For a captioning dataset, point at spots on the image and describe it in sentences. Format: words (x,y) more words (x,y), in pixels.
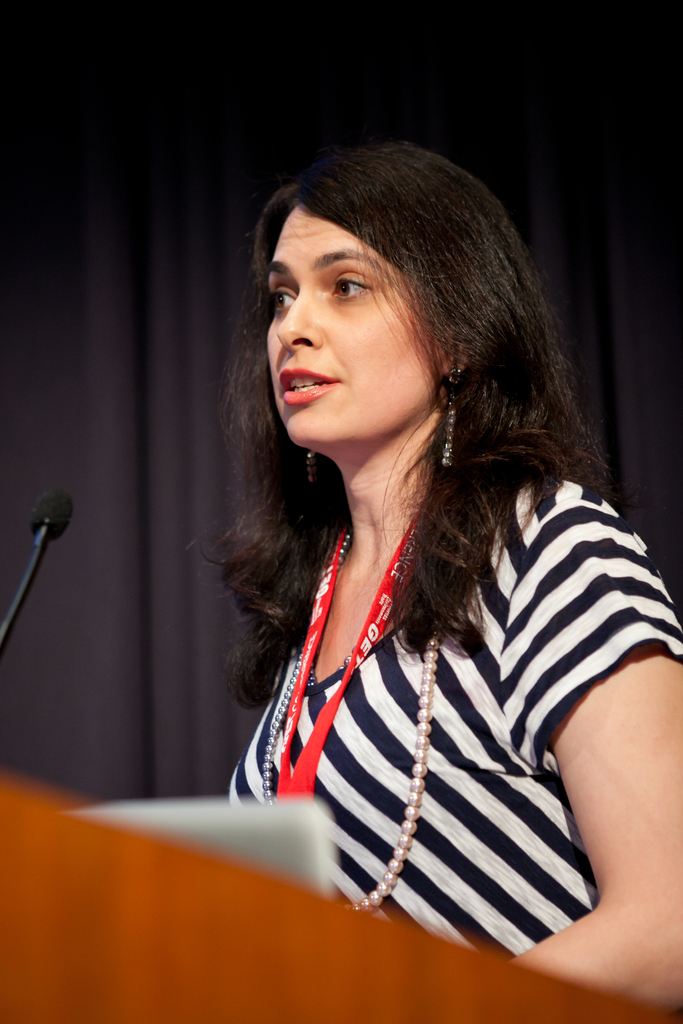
In this image we can see a person (422,660) standing in front of the podium (164,848), on the podium (193,886), we can see a mic (56,501) and other object (287,808), in the background (503,155) we can see a curtain (535,147).
